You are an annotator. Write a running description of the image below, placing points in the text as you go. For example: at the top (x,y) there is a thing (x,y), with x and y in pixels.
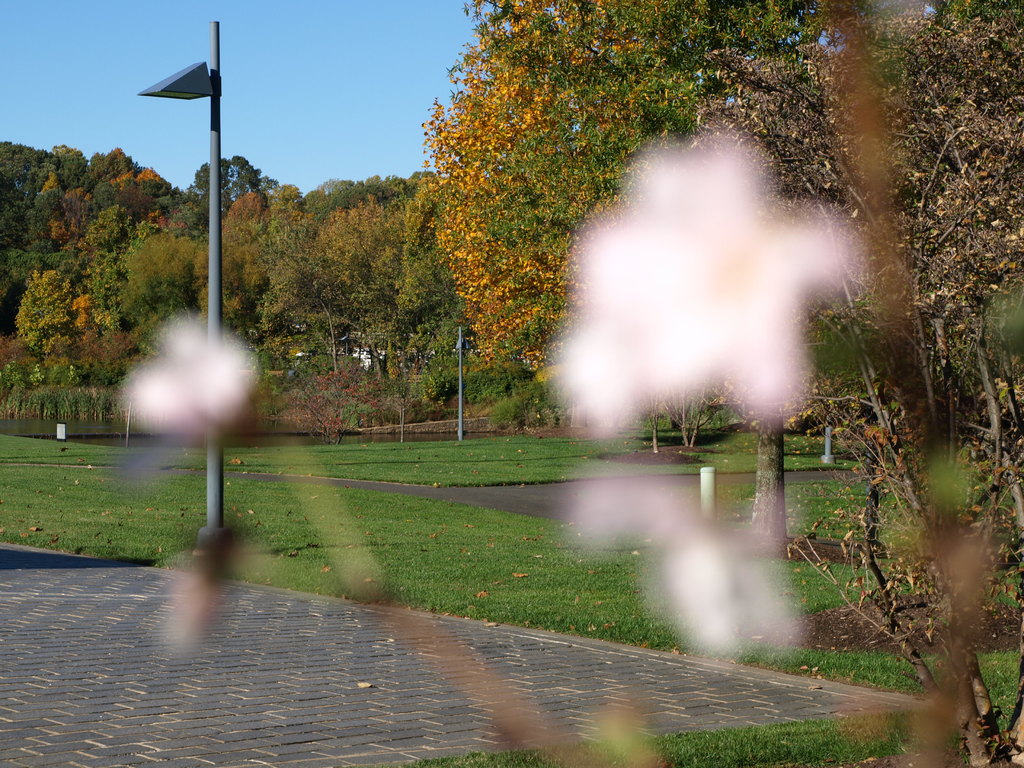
In this picture we can see few poles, grass (374,497) and trees (524,196).
